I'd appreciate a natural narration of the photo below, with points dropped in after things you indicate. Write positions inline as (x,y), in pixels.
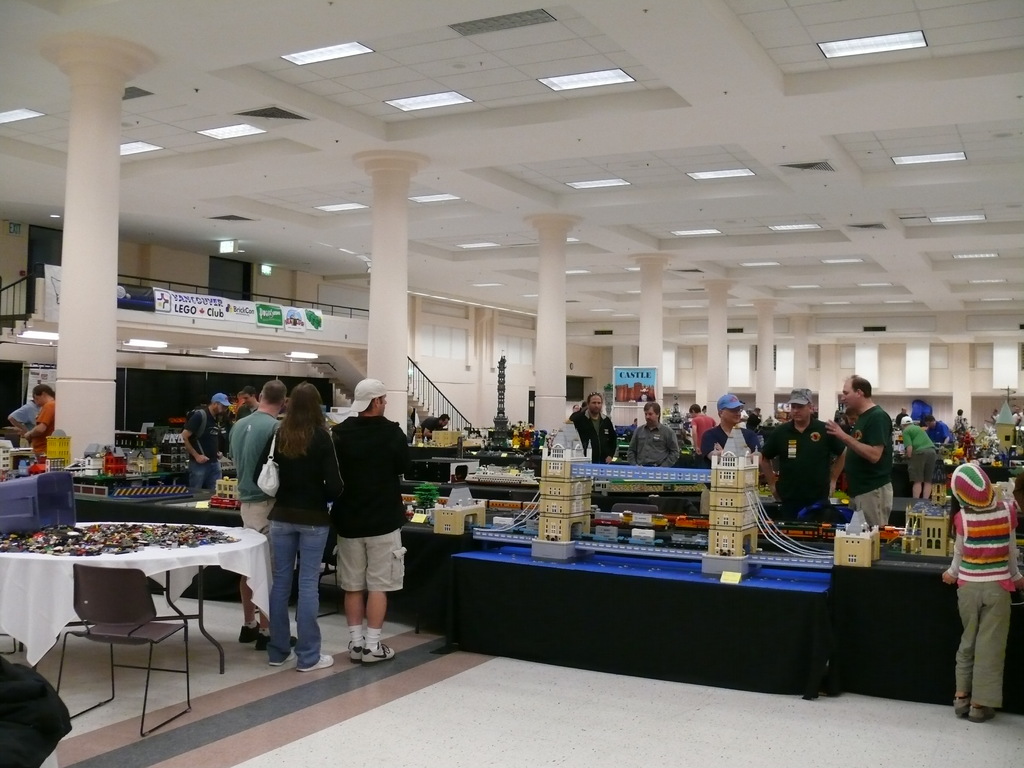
This is an inside view. It seems like an exhibition area (522,549). Here we can see some people (856,462) are watching the things (555,512) which are placed on the tables (772,594) and some discussing with other persons (796,435). On the top of the image (594,86) we can see lights (582,82) and in this room (135,313) there are few pillars (108,313).
